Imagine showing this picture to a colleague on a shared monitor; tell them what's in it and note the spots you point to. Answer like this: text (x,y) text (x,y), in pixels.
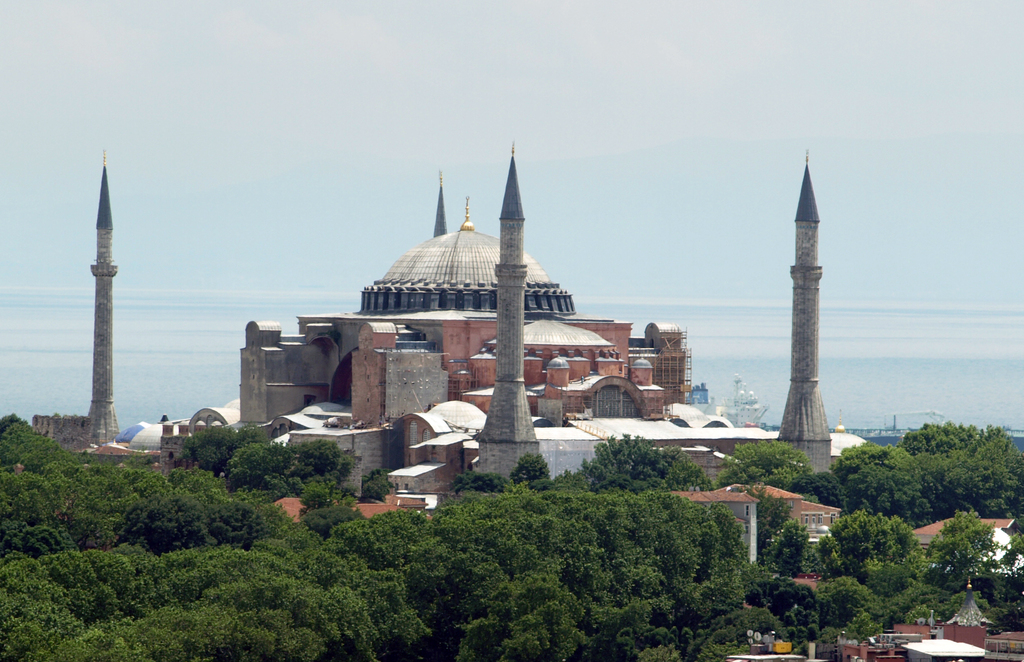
In this image, we can see buildings (448,446), trees (545,508) and towers (109,397).
